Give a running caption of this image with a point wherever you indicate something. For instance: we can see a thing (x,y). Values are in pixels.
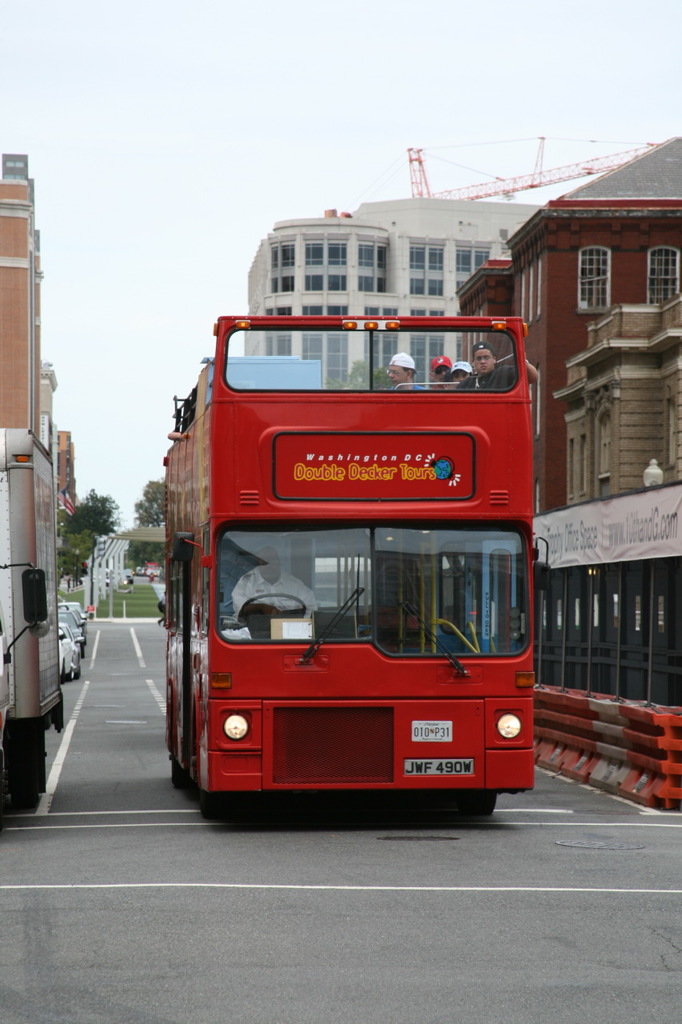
In this picture we can see few vehicles (228,724) on the road (439,807), and few people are seated in the bus (362,605), in the background (394,241) we can see few trees (350,375), buildings (522,259) and a crane (505,187).
